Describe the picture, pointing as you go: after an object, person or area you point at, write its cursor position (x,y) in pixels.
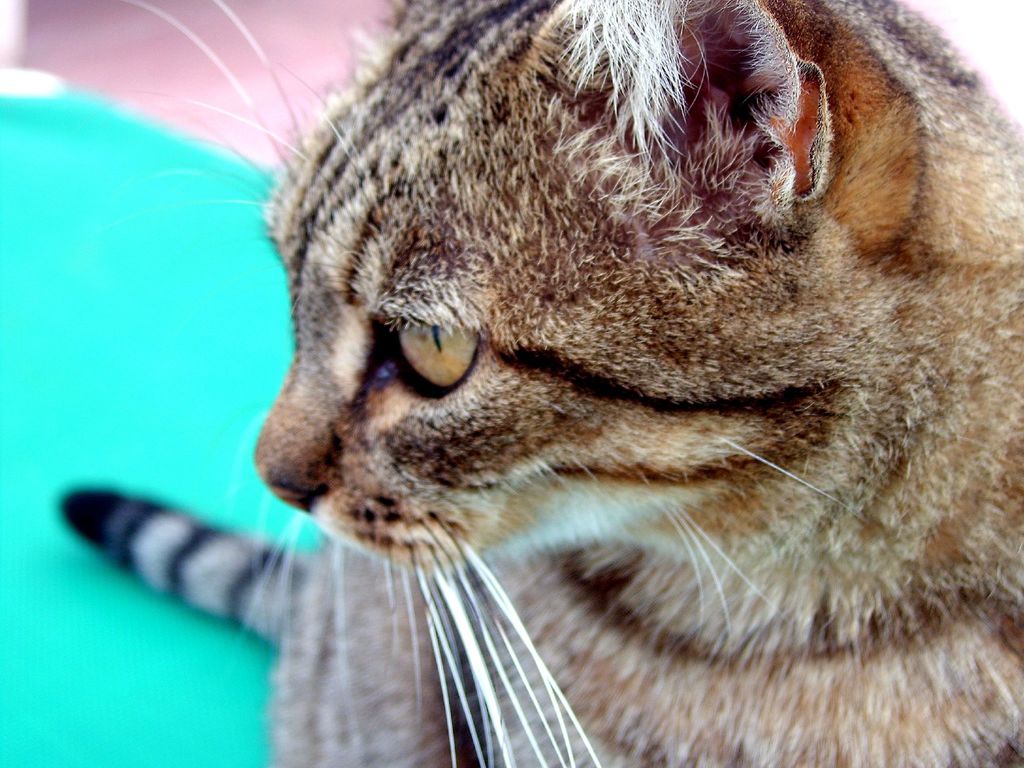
In this picture, we see a cat (725,392). On the left side (80,407), it is in green color. This picture is blurred in the background (188,173).
